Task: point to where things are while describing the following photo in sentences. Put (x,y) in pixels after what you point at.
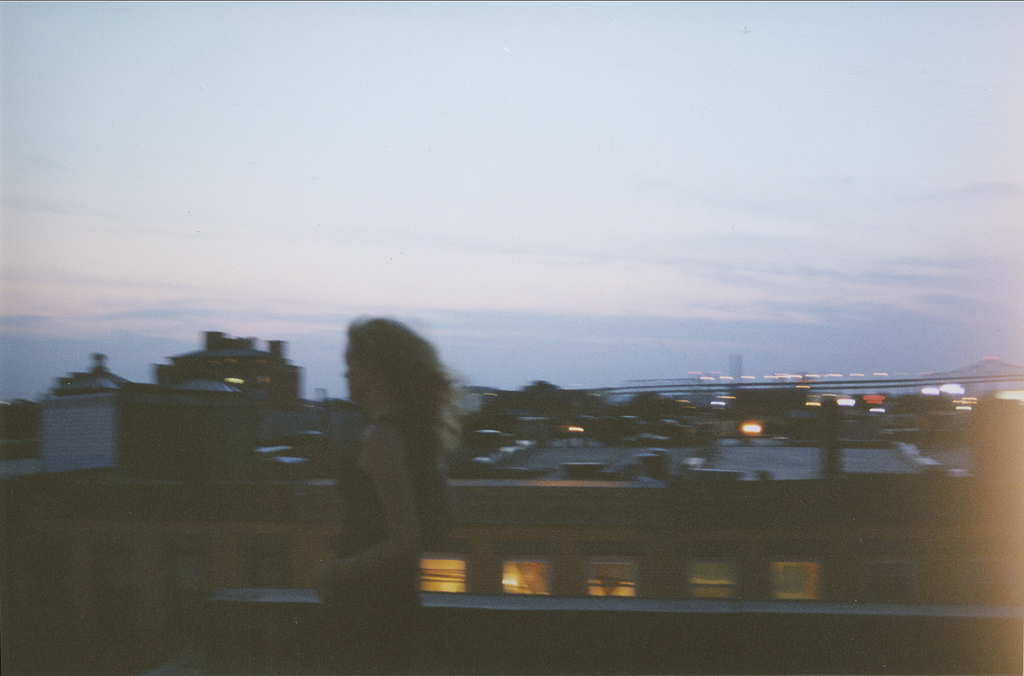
In this image I can see a person (409,449) is standing. Back I can see few buildings (724,508), lights (742,430) and bridge (750,386). The sky (485,192) is in white and blue color.
